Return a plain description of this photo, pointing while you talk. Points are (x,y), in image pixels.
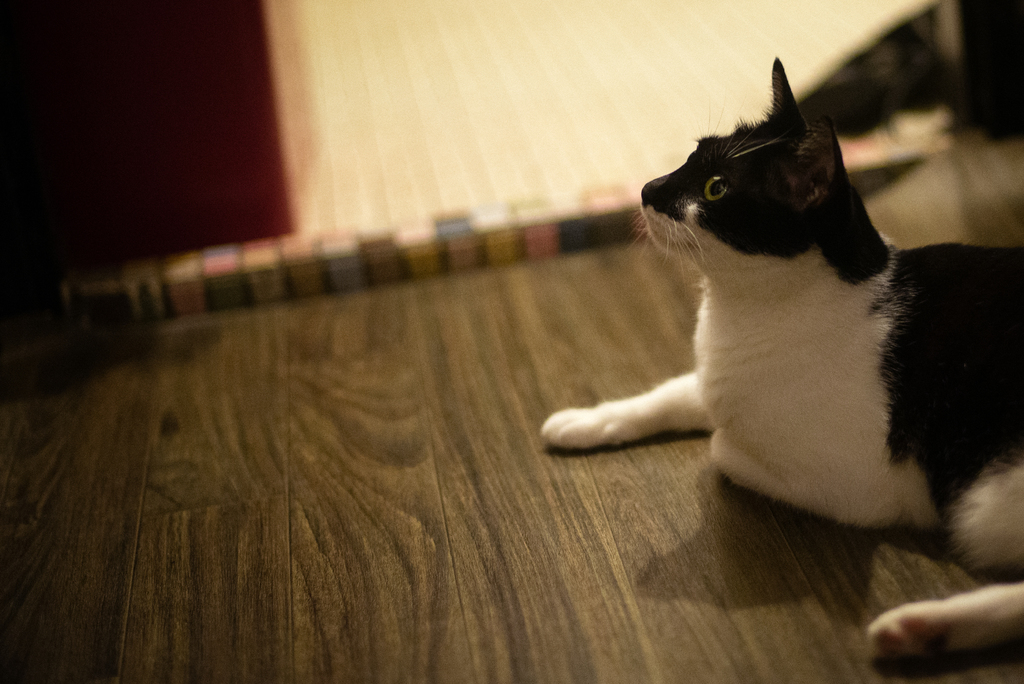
In this image we can see black and white color cat (731,403) which is resting on floor (529,408).
